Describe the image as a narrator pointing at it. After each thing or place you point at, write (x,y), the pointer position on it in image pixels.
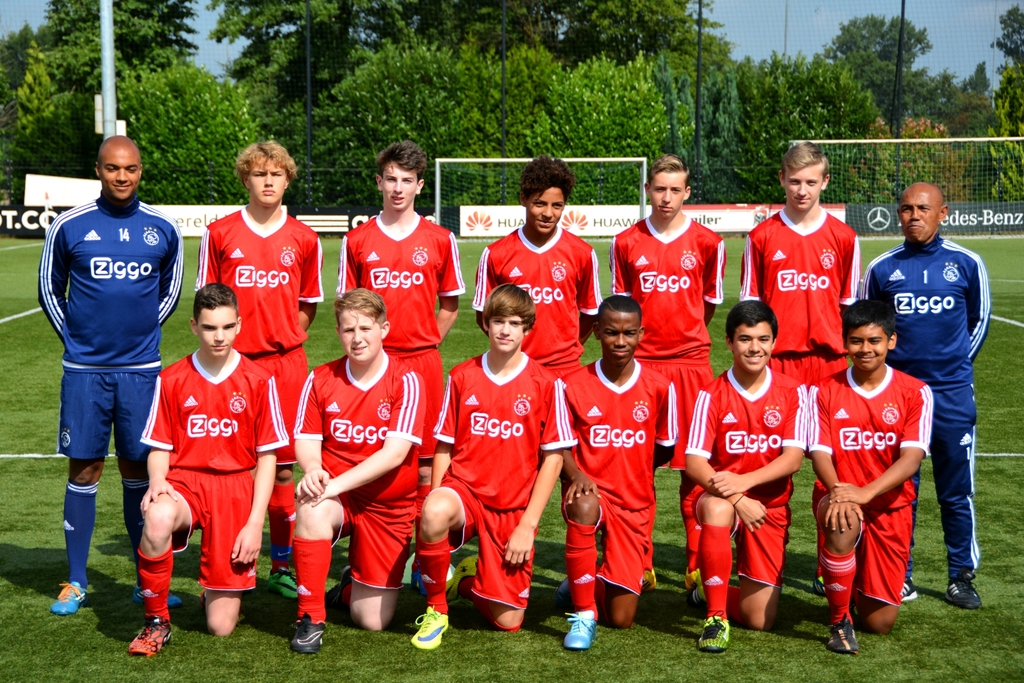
In this image I can see the group of people (365,334) with red and blue color dresses (397,427). I can see these people (509,629) are on the ground (536,613). In the background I can see the nets (483,224), many boards (226,212) and the pole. I can also see the net fence (325,79), many trees (417,87) and the sky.
